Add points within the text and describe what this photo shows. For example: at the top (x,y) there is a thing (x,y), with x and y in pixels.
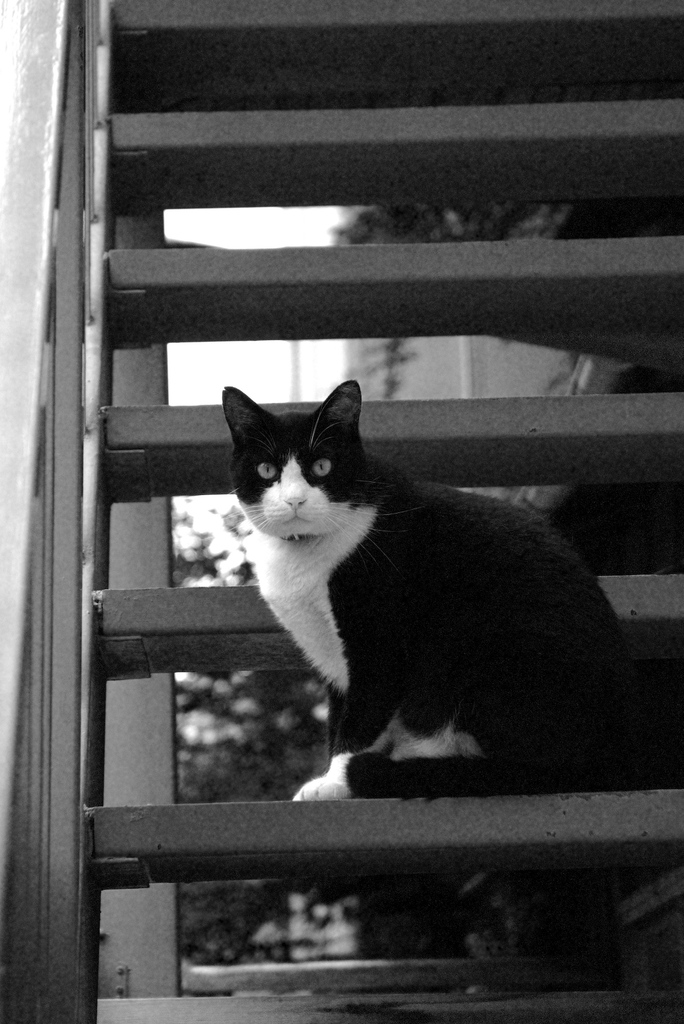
This is a black and white image. In this image we can see a cat (434,649) on the staircase (491,800). On the backside (261,716) we can see some plants (277,736).
